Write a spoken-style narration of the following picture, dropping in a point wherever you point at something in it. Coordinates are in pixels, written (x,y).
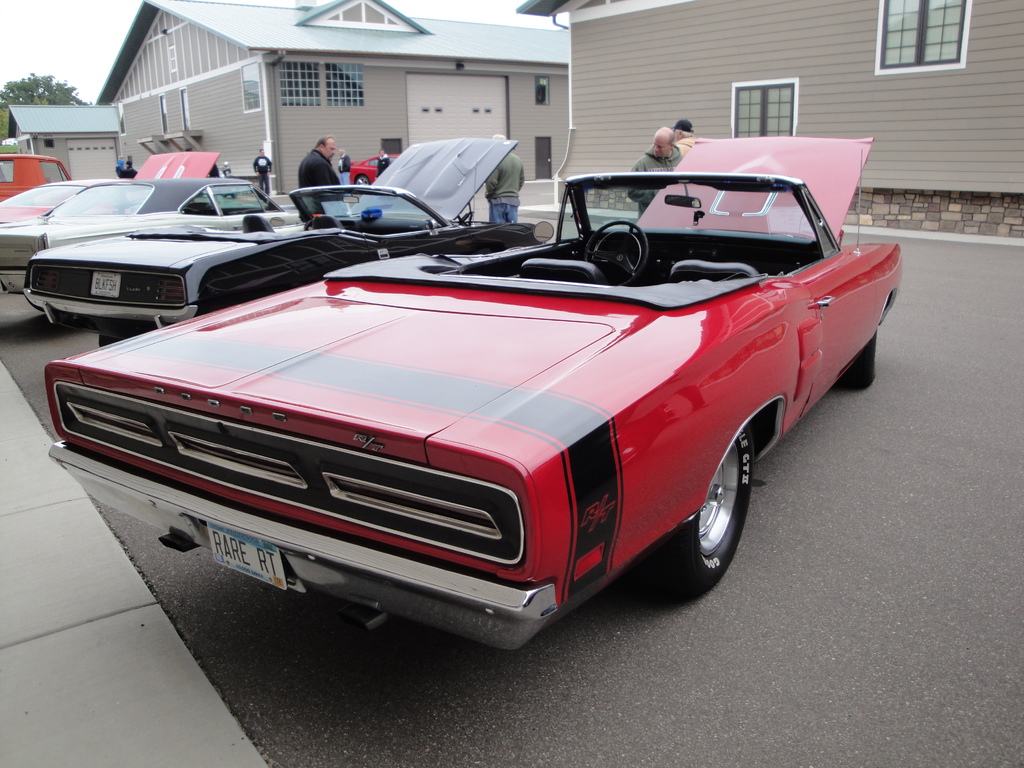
In this picture we can see some houses (549,85), beside the house (144,156) some vehicles (450,477) are parked and few people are walking on the road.
